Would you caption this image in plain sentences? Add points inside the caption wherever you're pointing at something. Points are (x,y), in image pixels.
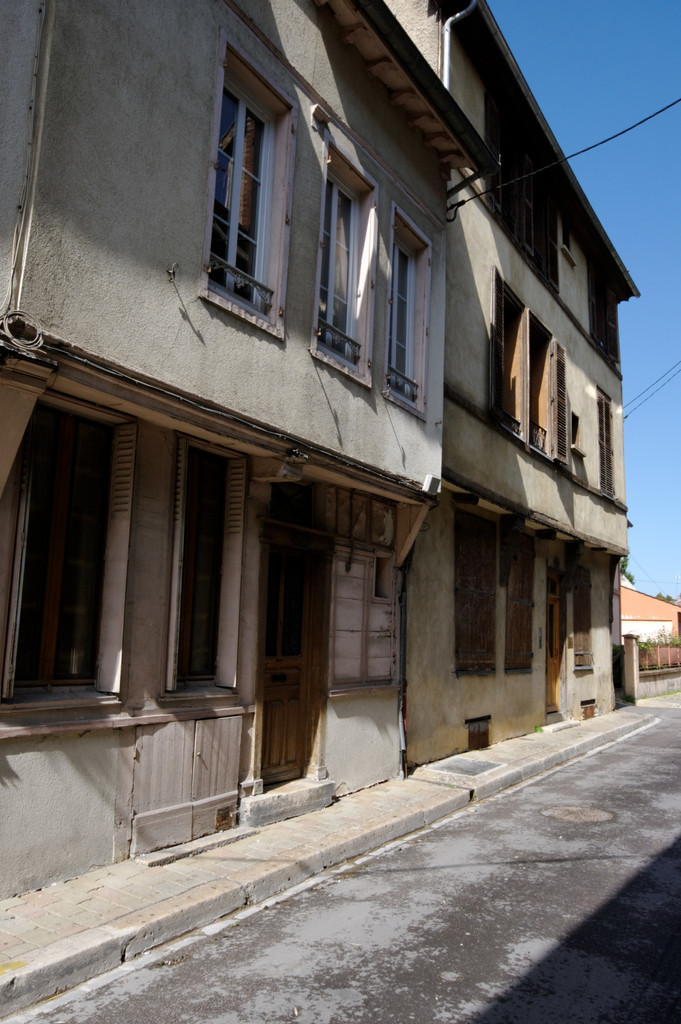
In this picture we can see a building (332,600) where, we can see windows (360,322) and a door (267,662) here, in the background (643,215) there is the sky (643,222).
